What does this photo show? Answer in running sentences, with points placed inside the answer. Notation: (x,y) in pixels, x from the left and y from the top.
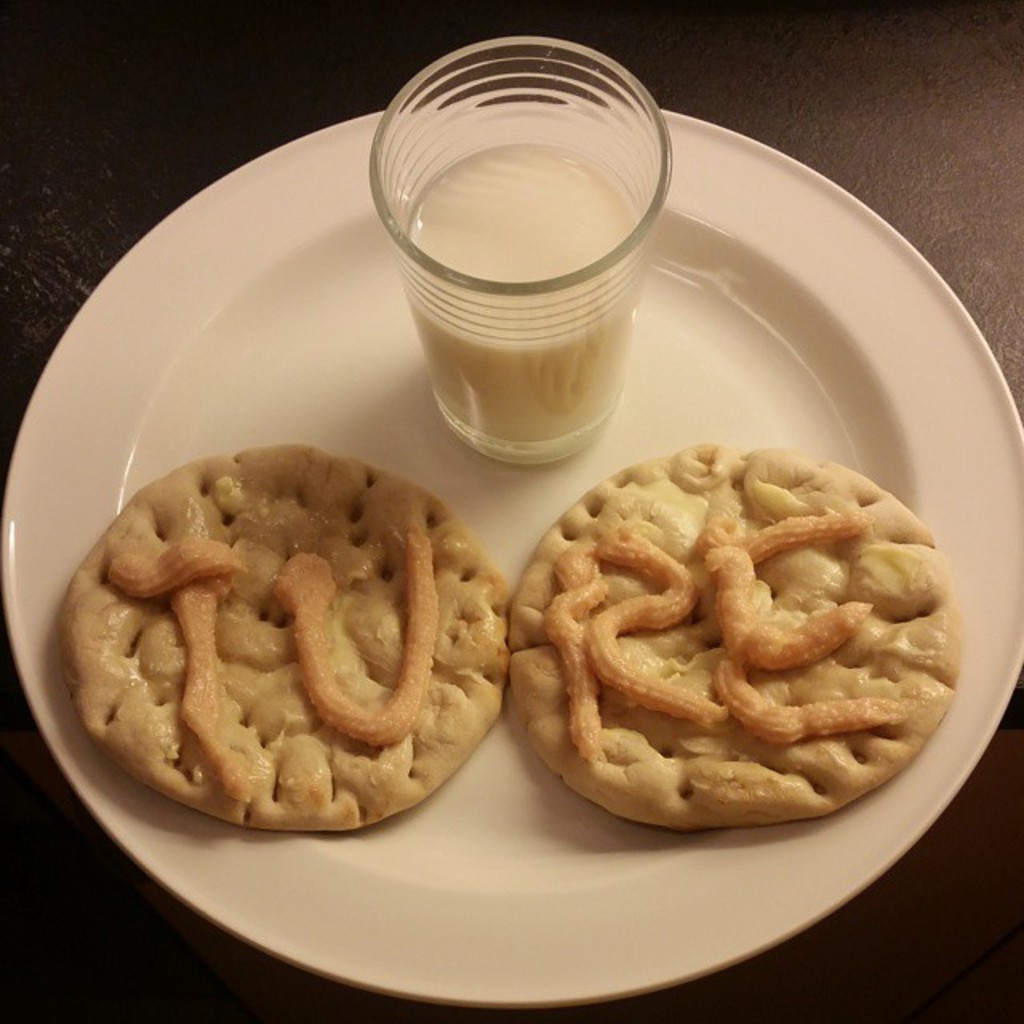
In this image there is a table (854,80). On top of the table (869,66) there is a plate (740,849). On the plate (184,418) there are two cookies (463,652) and a glass (551,250) of milk (548,334).
